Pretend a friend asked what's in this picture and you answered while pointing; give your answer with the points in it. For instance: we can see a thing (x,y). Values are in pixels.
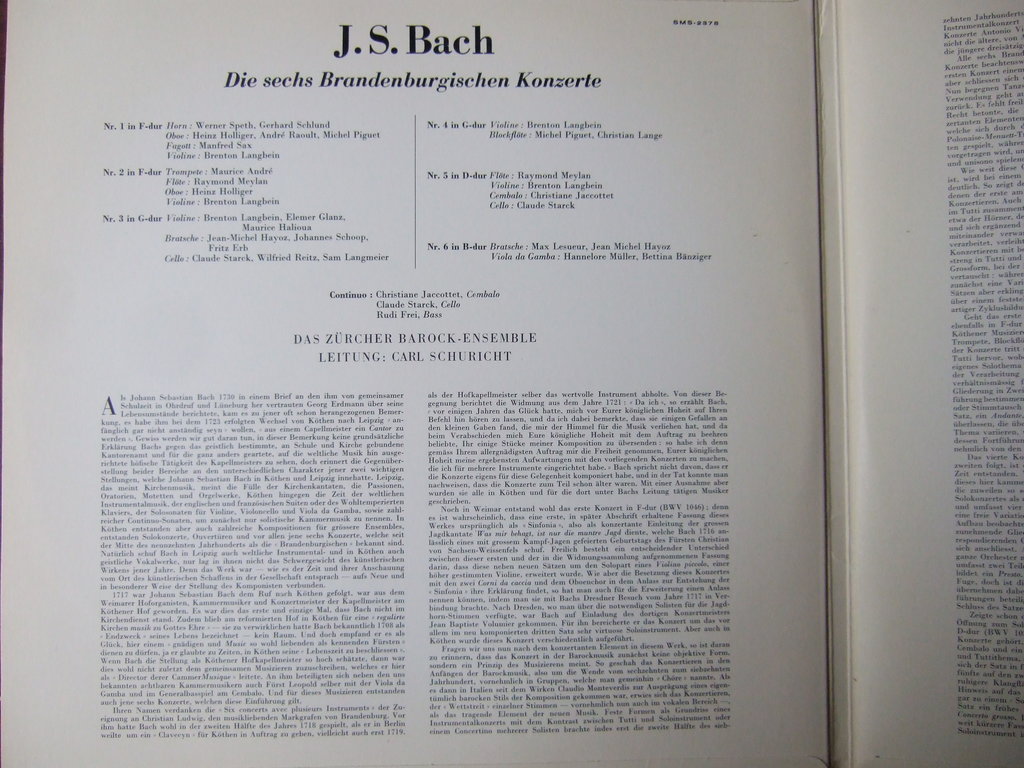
We can see pages (408,230) of a book (514,353). On that something is written.
